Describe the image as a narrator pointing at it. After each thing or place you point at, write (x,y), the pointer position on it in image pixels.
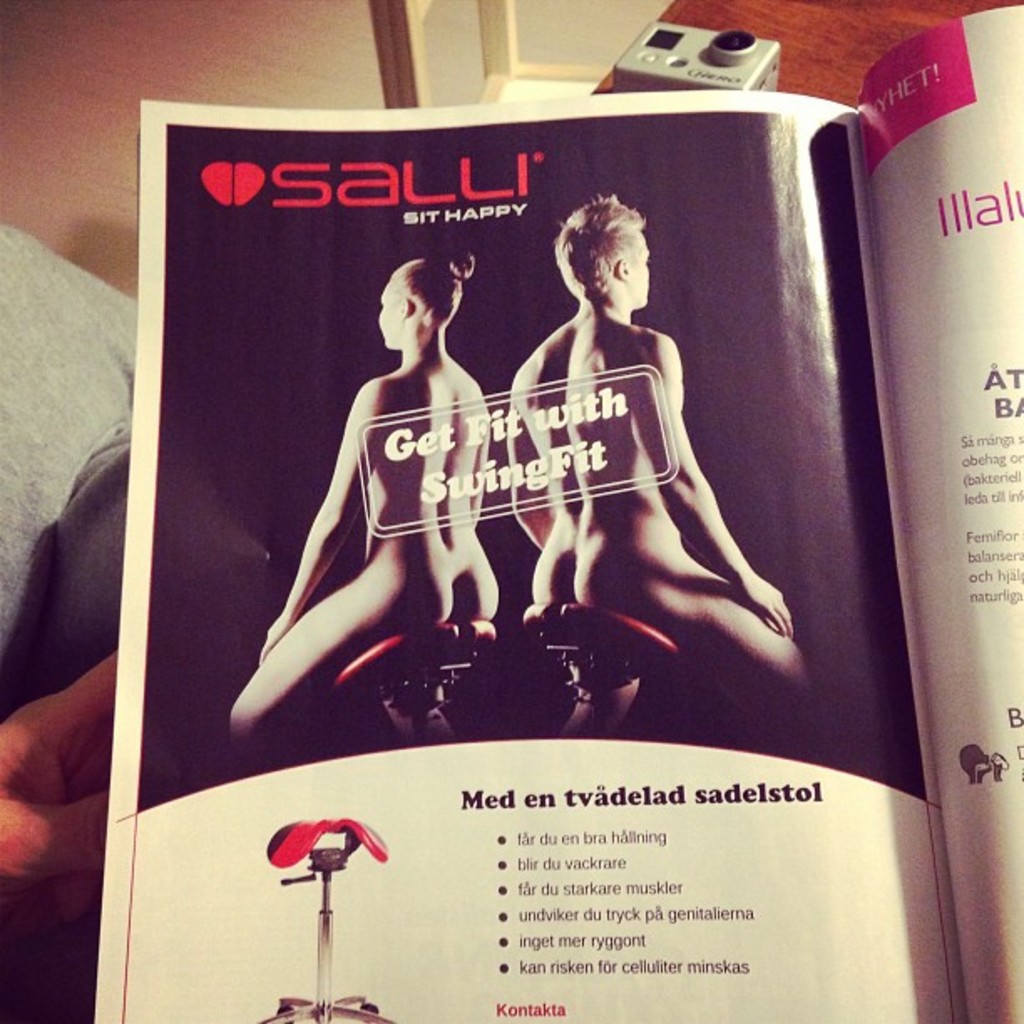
In this image I can see two persons (565,474) sitting and I can see few objects (548,614) in the book (782,606). Back I can see ash color object (694,51) on the table (832,48).
